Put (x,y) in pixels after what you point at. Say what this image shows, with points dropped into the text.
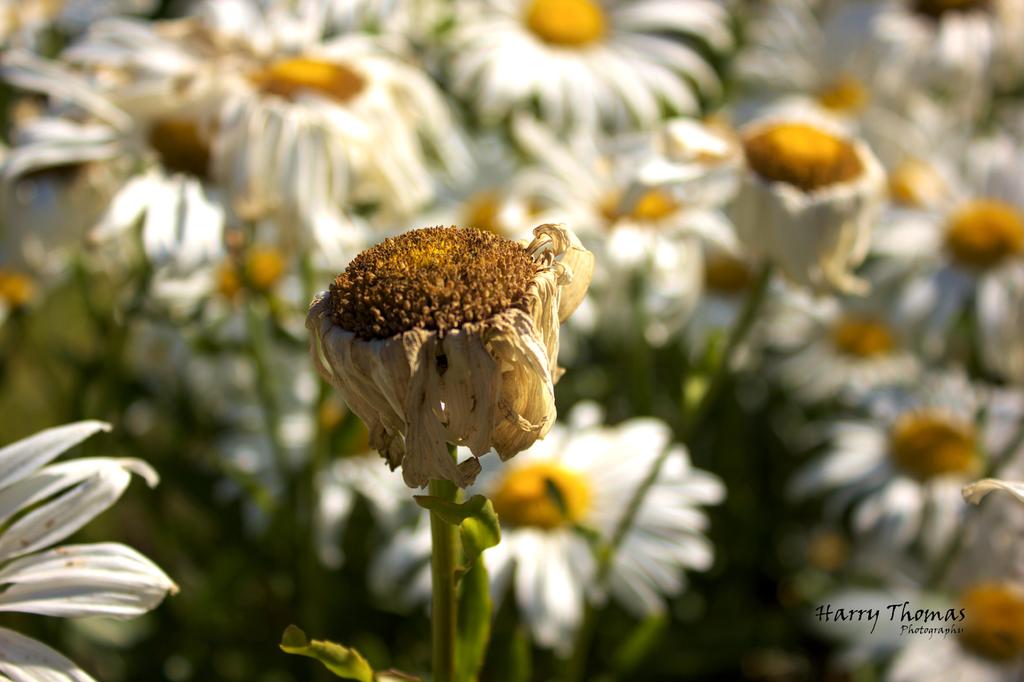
There are plants (284,519) having white color daisies (77,507). In the bottom right (888,606), there is a watermark (848,620). And the background (974,646) is blurred.
